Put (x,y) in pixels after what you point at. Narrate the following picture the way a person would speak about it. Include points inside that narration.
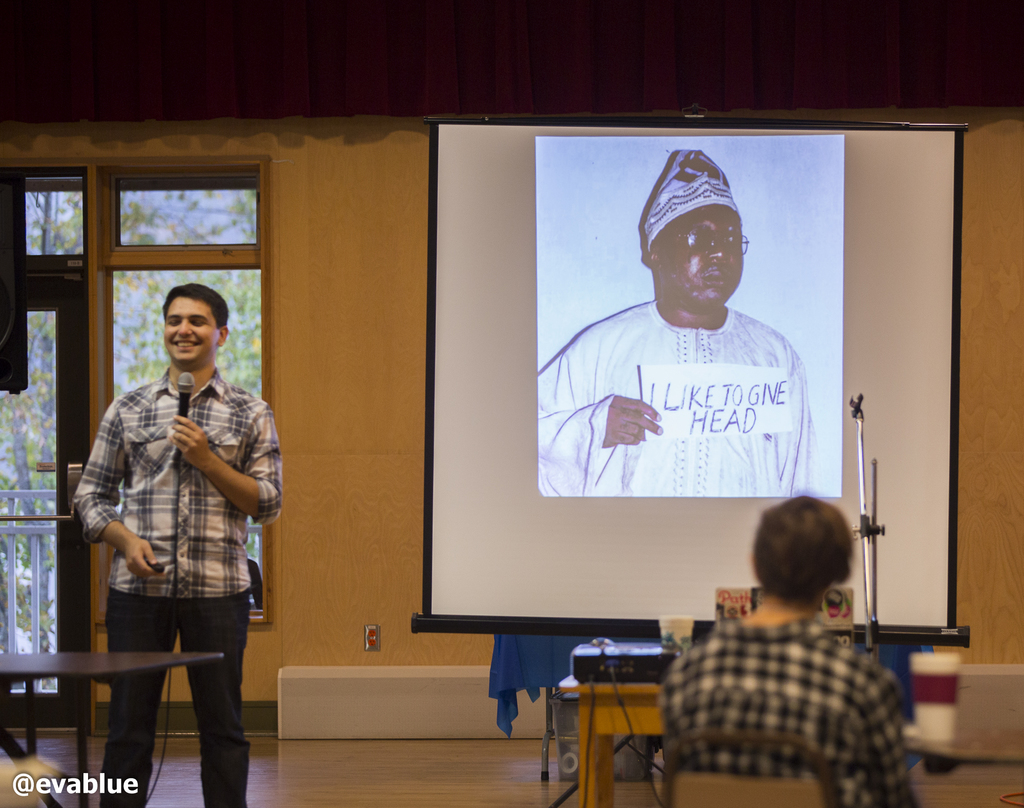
In this picture we can see a man (238,577) standing and holding a microphone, there is a person (864,778) sitting here, there is a projector screen (742,581) here, we can see a projector (647,663) on this table (646,706), there is a door (65,347) here, we can see a wall (328,354) in the background (332,362), at the left bottom (92,782) there is some text (62,787).
